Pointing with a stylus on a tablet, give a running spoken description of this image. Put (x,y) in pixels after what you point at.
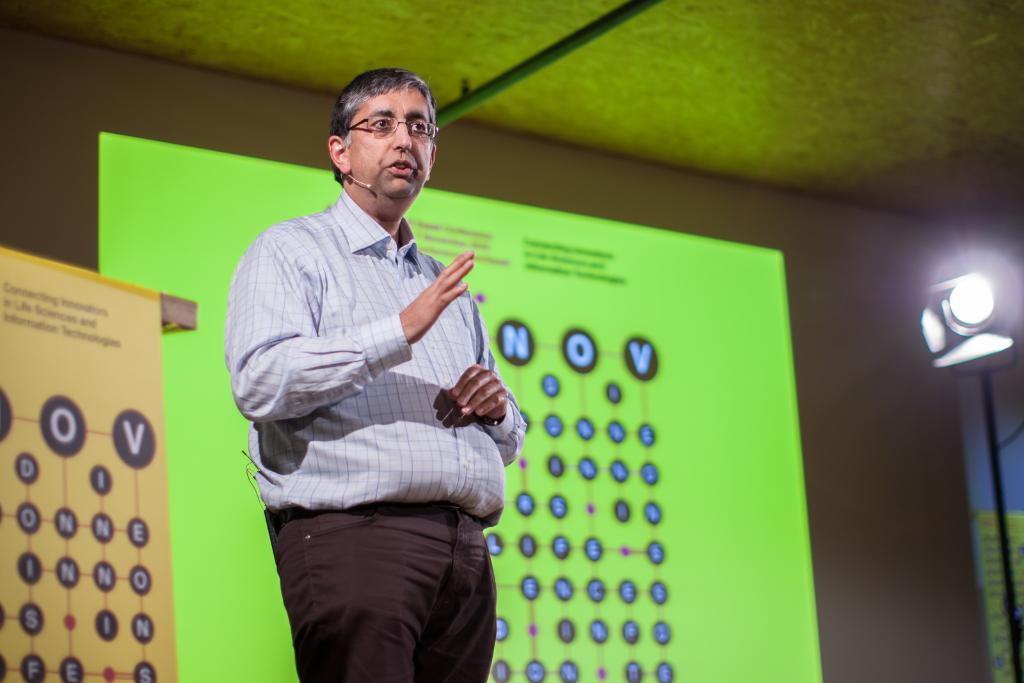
There is a man (380,422) standing and talking and wore spectacle (389,128). Beside this man (235,324) can see board (85,344). Background (235,198) we can see screen (535,275) and right side of the image (976,296) we can see focusing light (973,311).
